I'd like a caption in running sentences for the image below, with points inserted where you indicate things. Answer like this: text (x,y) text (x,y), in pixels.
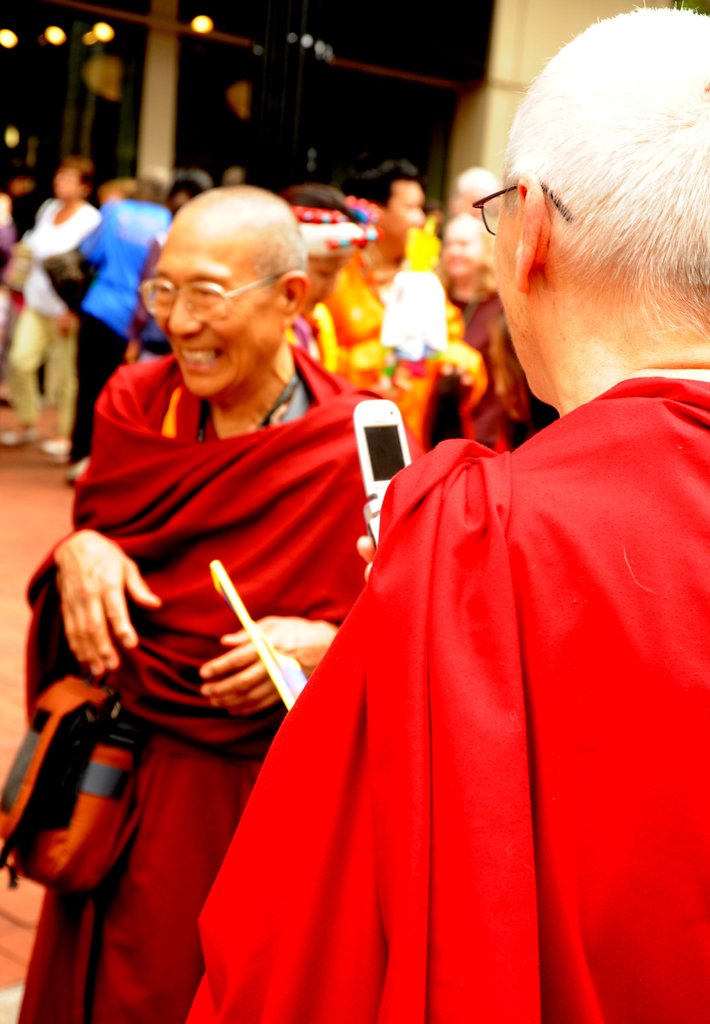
In this image we can see this person (405,861) wearing red dress (443,834) is holding a mobile phone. Here we can see another person (263,733). The background of the image (8,216) is slightly blurred, where we can see a few more people (35,236) walking on the road (33,470).
